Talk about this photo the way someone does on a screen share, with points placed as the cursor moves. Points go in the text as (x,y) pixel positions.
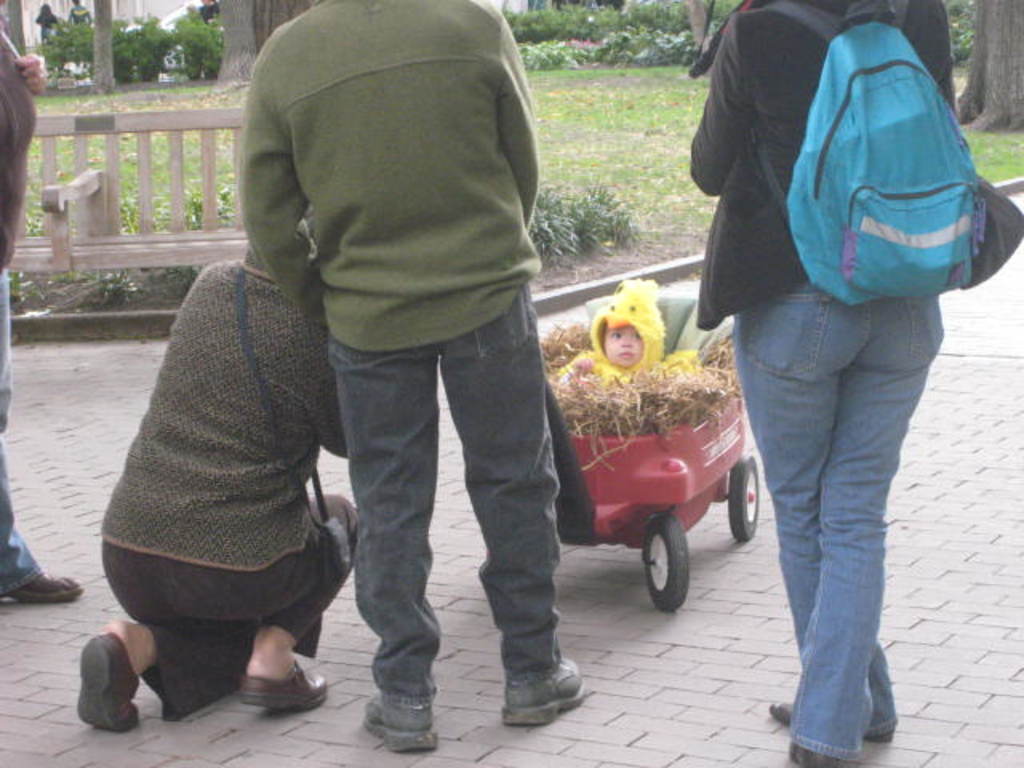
In this picture there is a man (453,163) who is wearing green jacket (435,232), jeans (427,599) and shoes (537,698), beside him there is a woman (251,472) who is wearing t-shirt (241,464), trouser (271,590) and shoe (135,687). On the right (825,678) we can see another woman (733,185) who is wearing bag (879,151), black t-shirt (732,261), jeans (828,480) and shoe (799,753), beside her we can see the trolley (674,472), in that there is a boy (601,375) who is sitting on the grass (652,389). He is wearing yellow dress (596,333). On the left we can see the woman (30,83) who is standing near the wooden bench (114,237). In the background (687,175) we can see the trees (984,13), plants (554,34) and grass (626,172). At the top left corner (53,29) we can see the persons (52,24) who are walking on the street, beside them there is a building (52,11).
